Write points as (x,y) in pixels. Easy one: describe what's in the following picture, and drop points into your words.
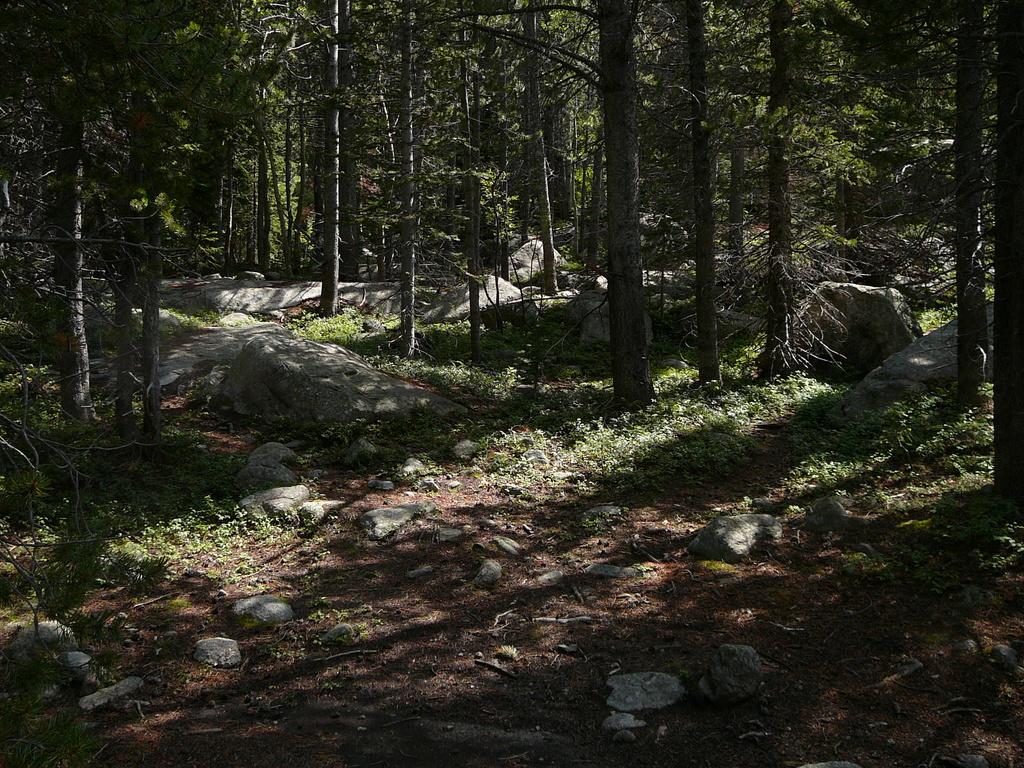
In this image we can see many trees (727,154) and plants (676,387). There are rocks (490,278) in the image.
